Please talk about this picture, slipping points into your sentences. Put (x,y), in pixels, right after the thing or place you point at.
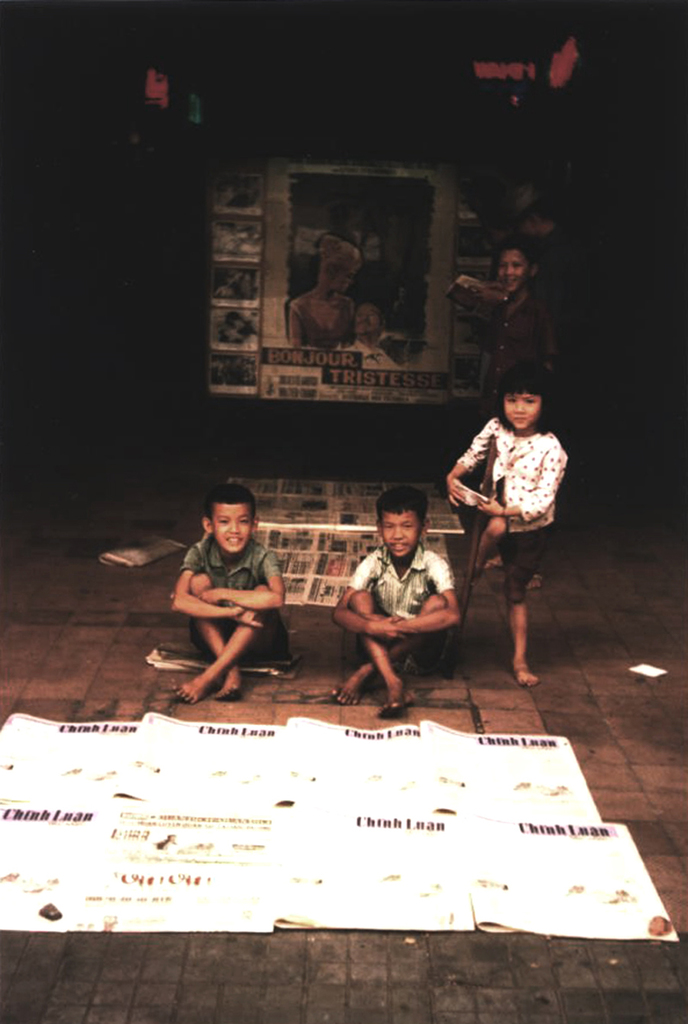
There are children (532,527) in the foreground area of the image (404,621) and newspapers (305,806) at the bottom side (312,804), it seems like the posters (307,371) in the background area (426,354).
